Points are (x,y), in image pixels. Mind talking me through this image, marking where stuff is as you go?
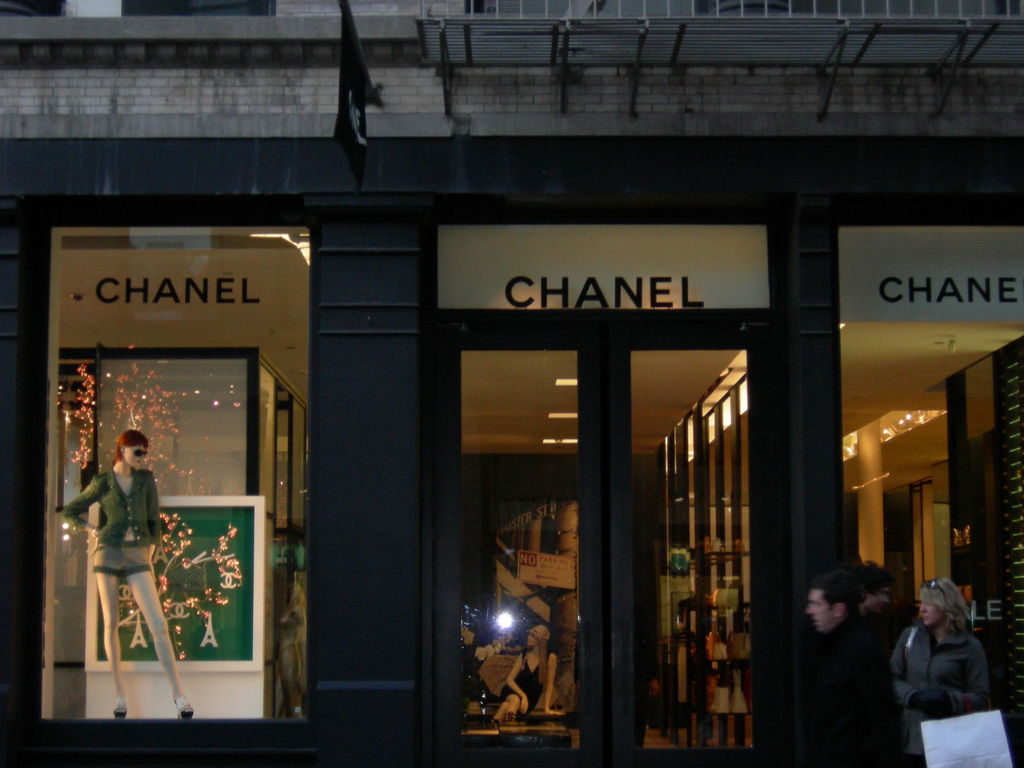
There are people (876,620) and we can see wall (67,103), glass door (674,607) and glass windows (242,556), through this glass window (159,564) we can see mannequin (120,688).
